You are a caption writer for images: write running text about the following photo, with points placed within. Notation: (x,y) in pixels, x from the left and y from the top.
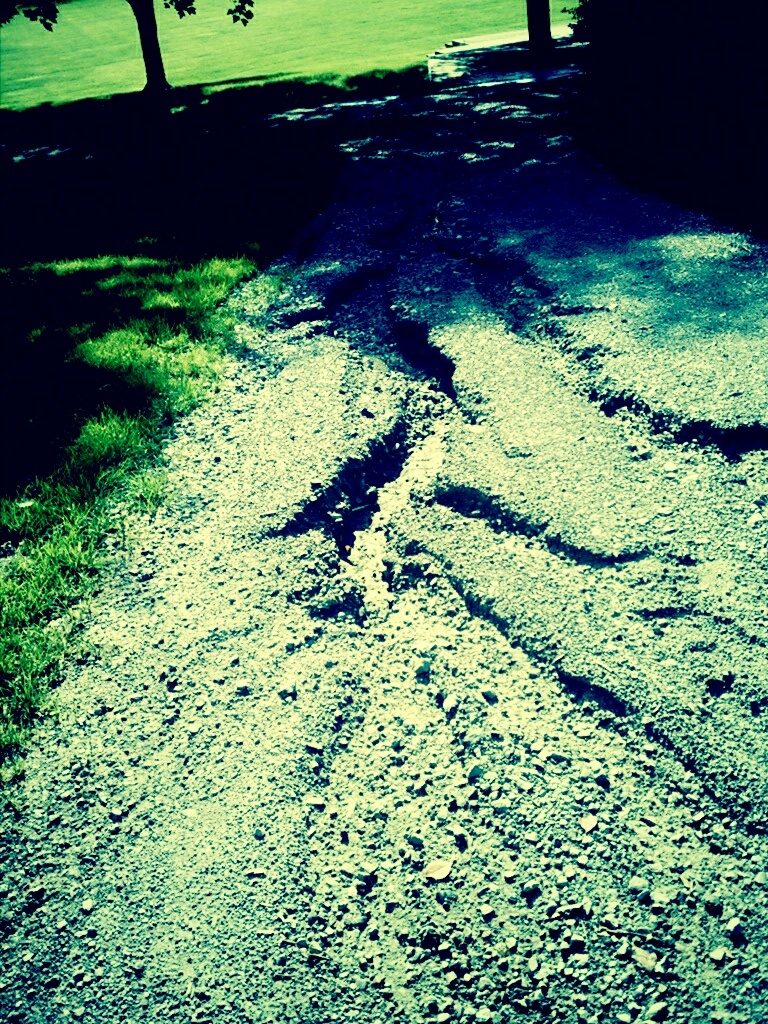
In the picture we can see a path (617,711) which is cracked and beside it, we can see grass surface (140,204) and in the background (186,15) also we can see a grass surface (236,48) with two trees (547,56).
